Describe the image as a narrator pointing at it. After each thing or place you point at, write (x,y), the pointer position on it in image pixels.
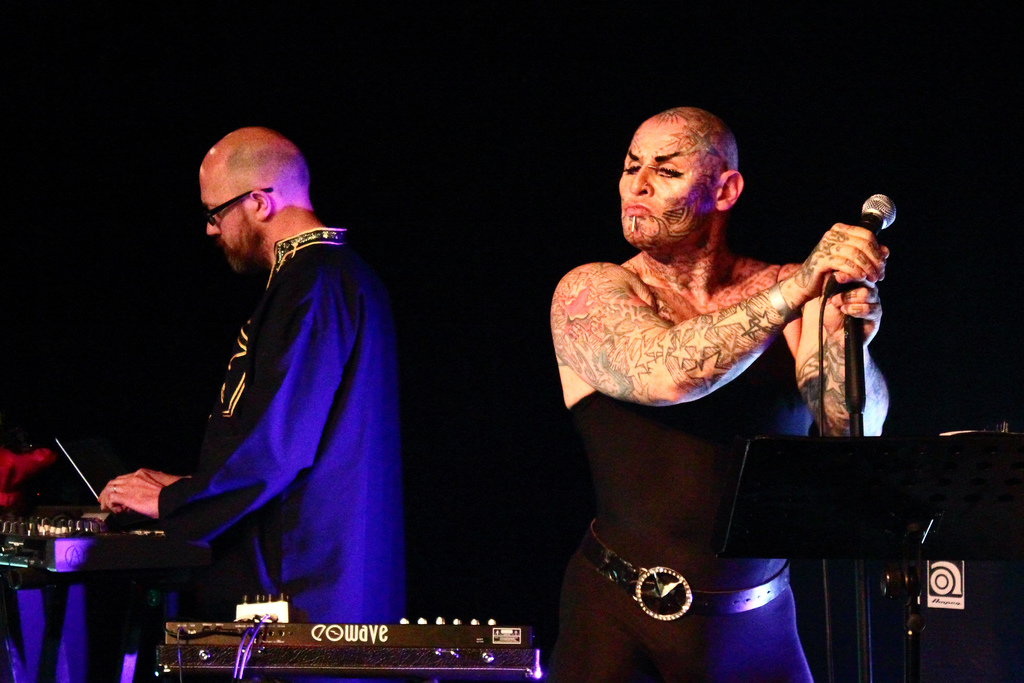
On the right side of the image (770,589) we can see a person (675,348) standing and holding a mic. On the left side of the image (338,433) we can see a person (229,388) standing at musical instrument (18,526). At the bottom (215,658) we can see keyboard (410,653).
